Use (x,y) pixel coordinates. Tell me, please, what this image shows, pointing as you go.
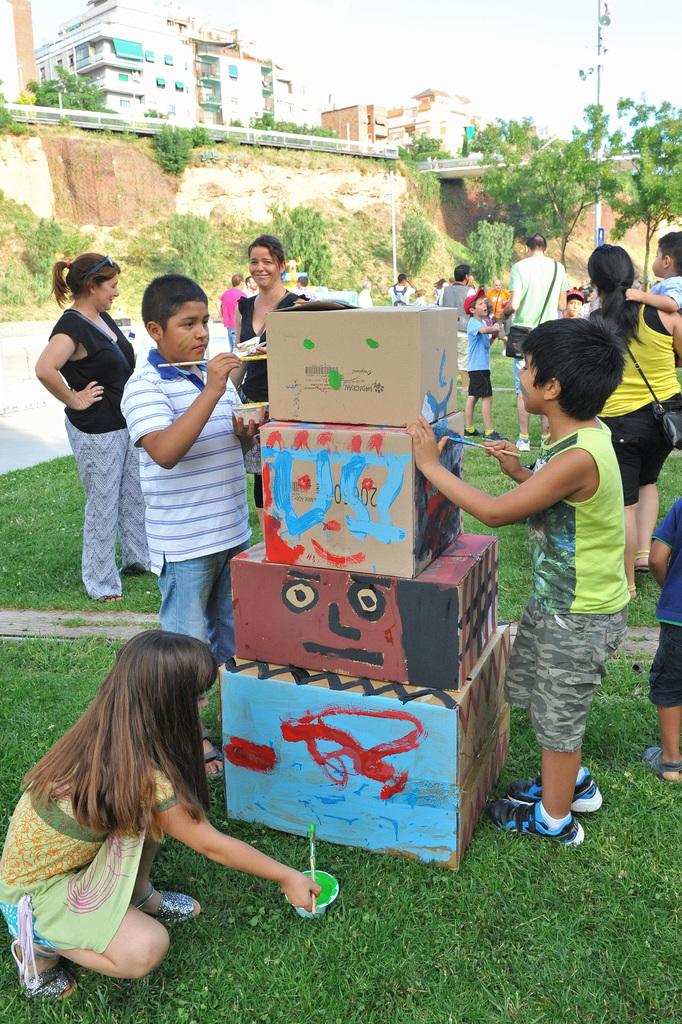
In this image I can see the group of people (567,695) with different color dresses (559,643). I can see these people (47,822) are standing on the grass (490,979). I can see few people (206,643) are painting the cardboard boxes (331,622). In the background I can see the poles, many trees (323,253) and the railing (88,126). I can also see the buildings (103,53) and the sky (418,58) in the back (430,36).
